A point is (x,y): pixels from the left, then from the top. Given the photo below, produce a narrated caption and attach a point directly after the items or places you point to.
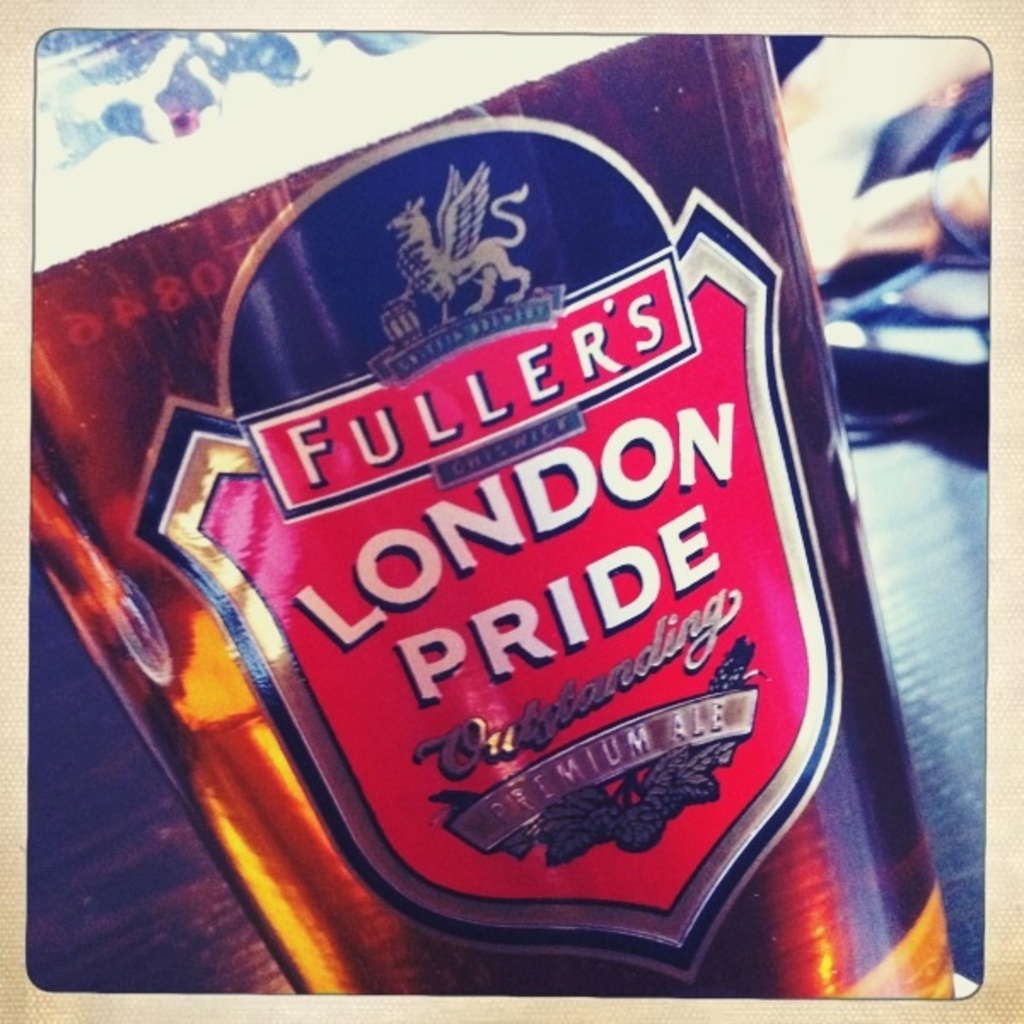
As we can see in the image there is a table (867,506). On table (968,521) there is a glass (546,465).
